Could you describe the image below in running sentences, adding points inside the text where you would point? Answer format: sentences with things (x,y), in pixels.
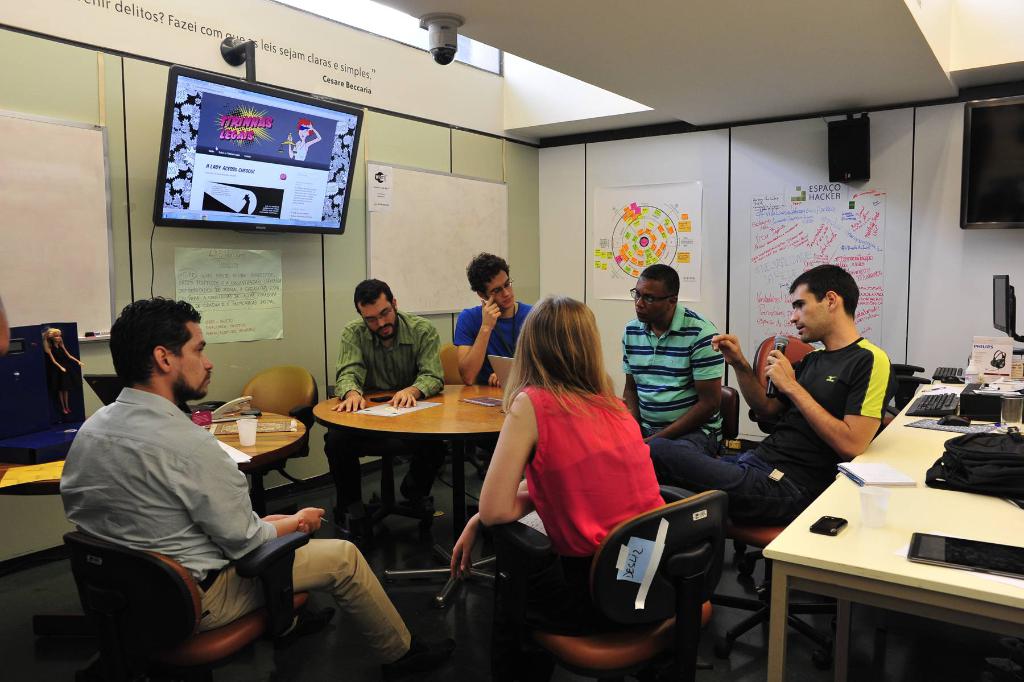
A group of people (633,329) are sitting in chairs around a table (437,406). Of them there is a woman (540,377) and the remaining are men (668,352). A man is holding a mic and speaking to remaining. There is a TV (244,208) at some height on to wall (293,72). There are some desktops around them.
